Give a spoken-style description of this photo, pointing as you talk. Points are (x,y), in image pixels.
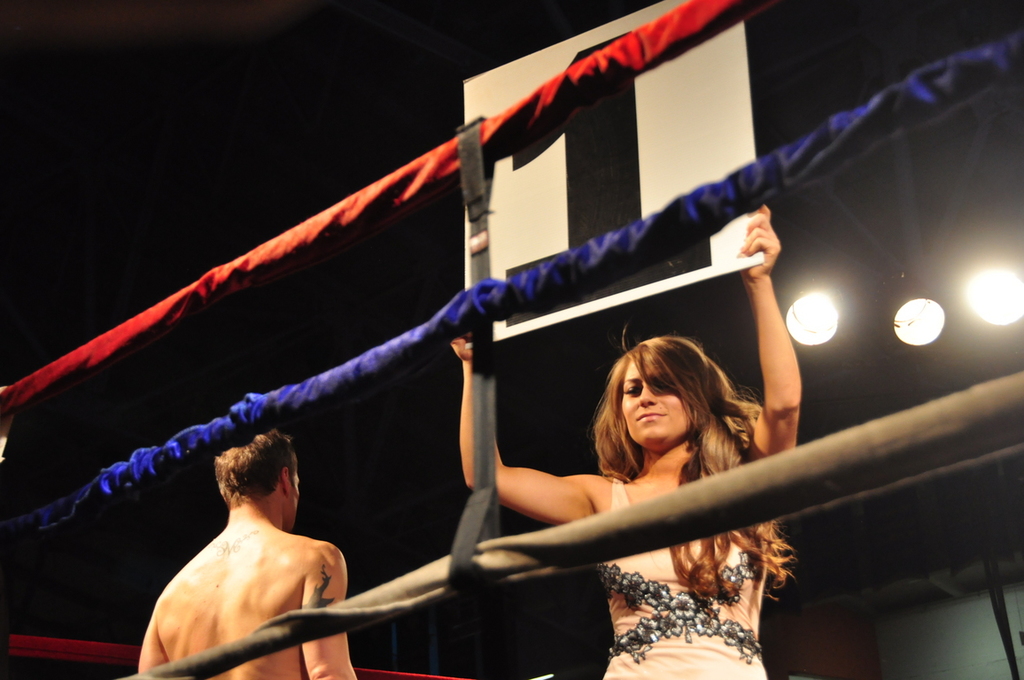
The woman (660,487) in front of the picture who is wearing a white dress (694,606) is holding a white board (610,211) with a number (578,136) written as "1". Beside her, we see a man (296,558) is standing. In front of the picture, we see ropes (361,360) in red, blue and black color. On the right side (906,322), we see the lights (802,319). In the background (342,152), it is black in color.
